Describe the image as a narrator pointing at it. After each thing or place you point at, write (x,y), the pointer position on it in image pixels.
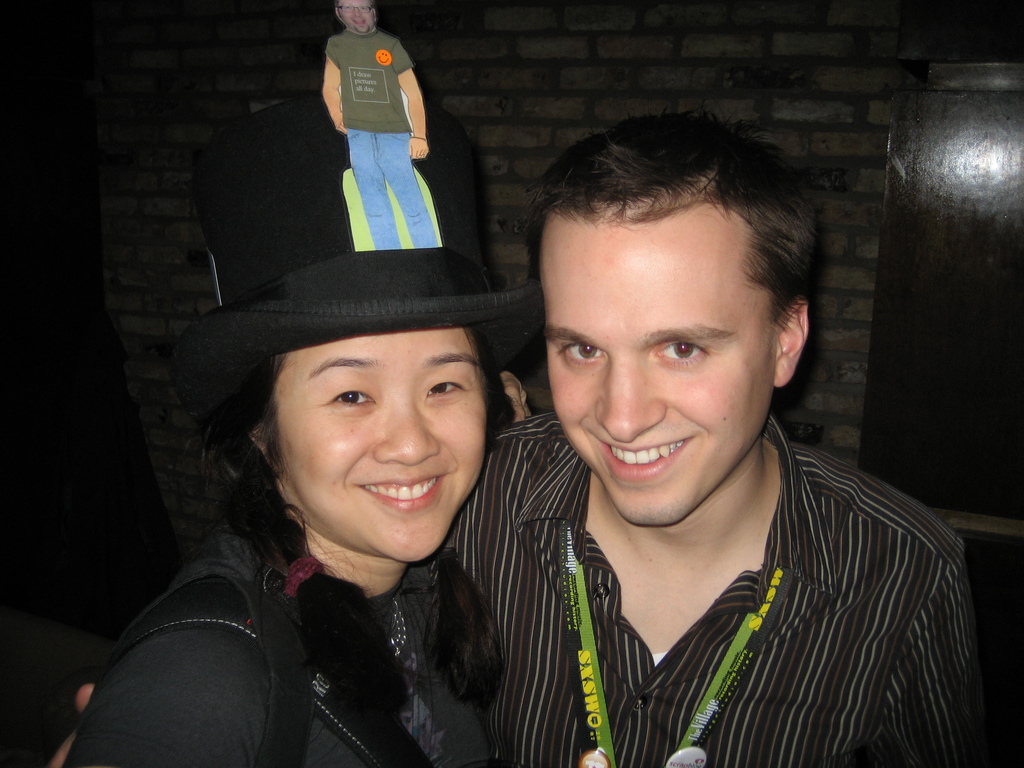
In the foreground of this image (700,746), there is a couple (498,717) standing and the woman (322,744) is wearing a bag (226,597) and the hat (352,283). They are having smile (389,481) on their faces (578,449). In the background (609,44), there is a wall (594,54) and an object (954,269) on the right (935,269).
